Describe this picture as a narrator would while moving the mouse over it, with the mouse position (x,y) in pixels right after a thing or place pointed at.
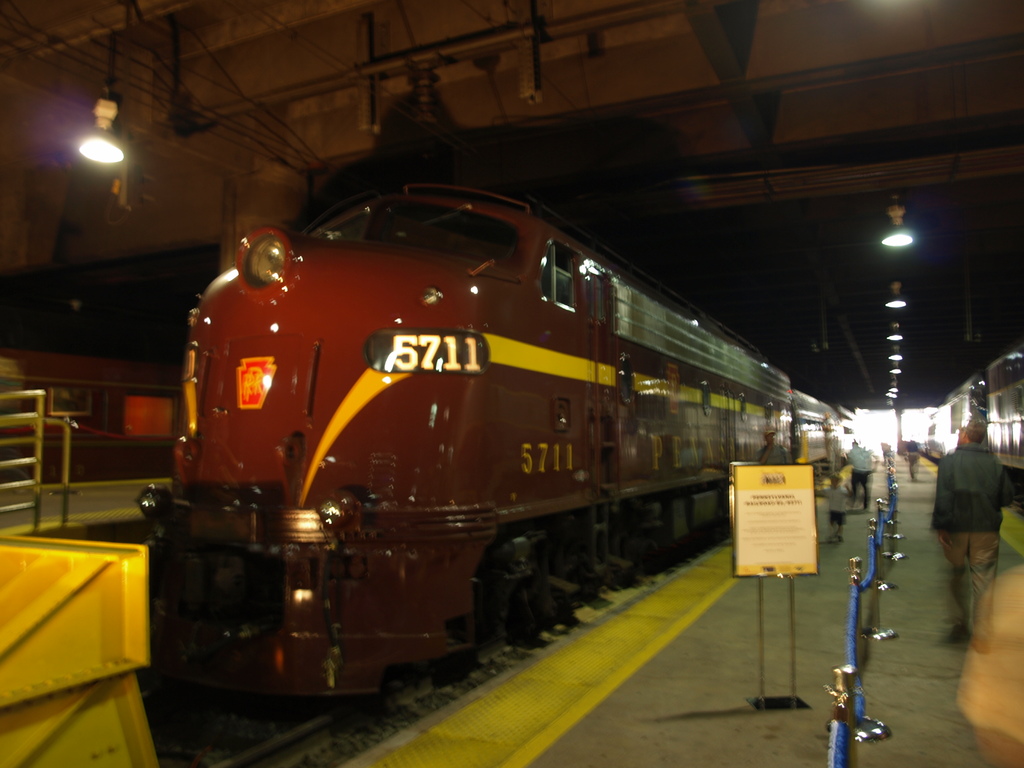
Here there is a train (340,667) on the track (215,739), here there is an advertisement board (787,559), this is light (87,149), people (859,453) are walking here.
